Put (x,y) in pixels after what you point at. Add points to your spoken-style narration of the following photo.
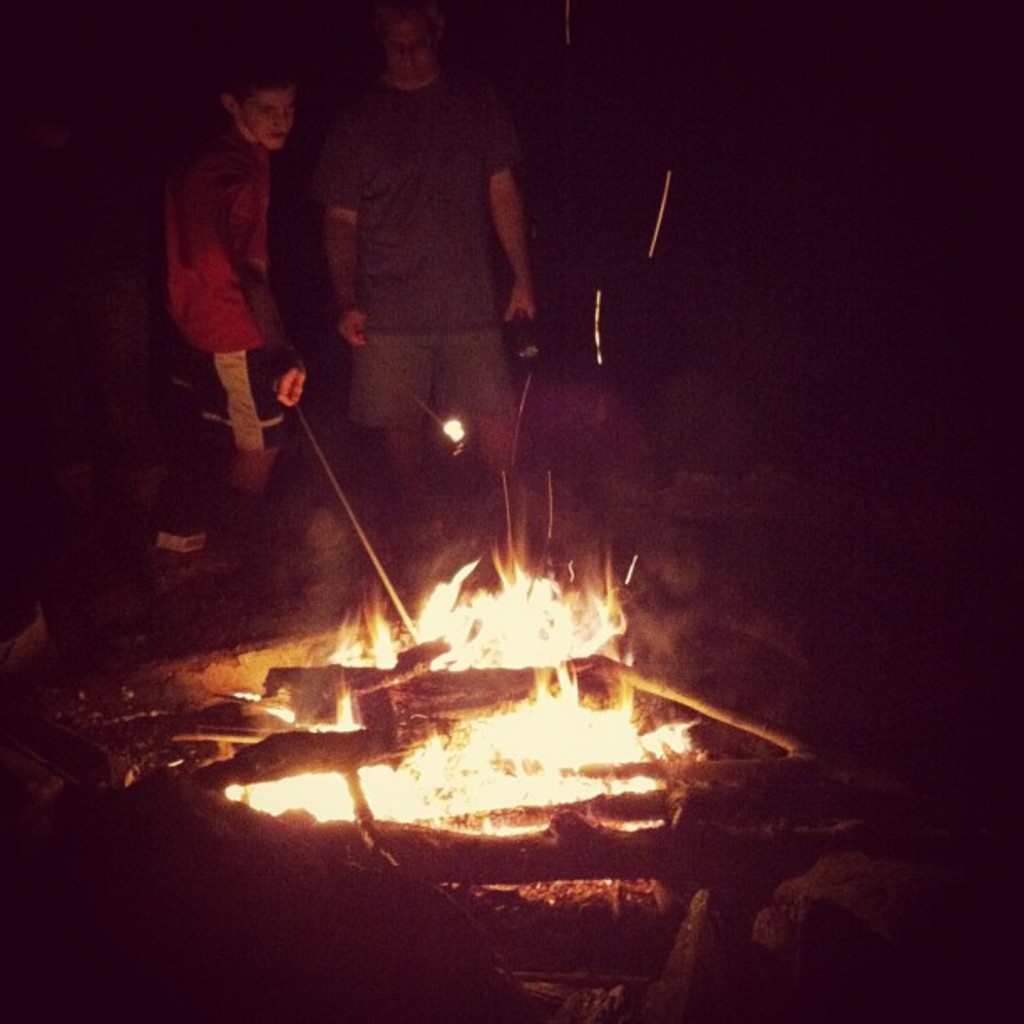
In this picture I can see people (232,200) standing in front of the fire (366,786).
